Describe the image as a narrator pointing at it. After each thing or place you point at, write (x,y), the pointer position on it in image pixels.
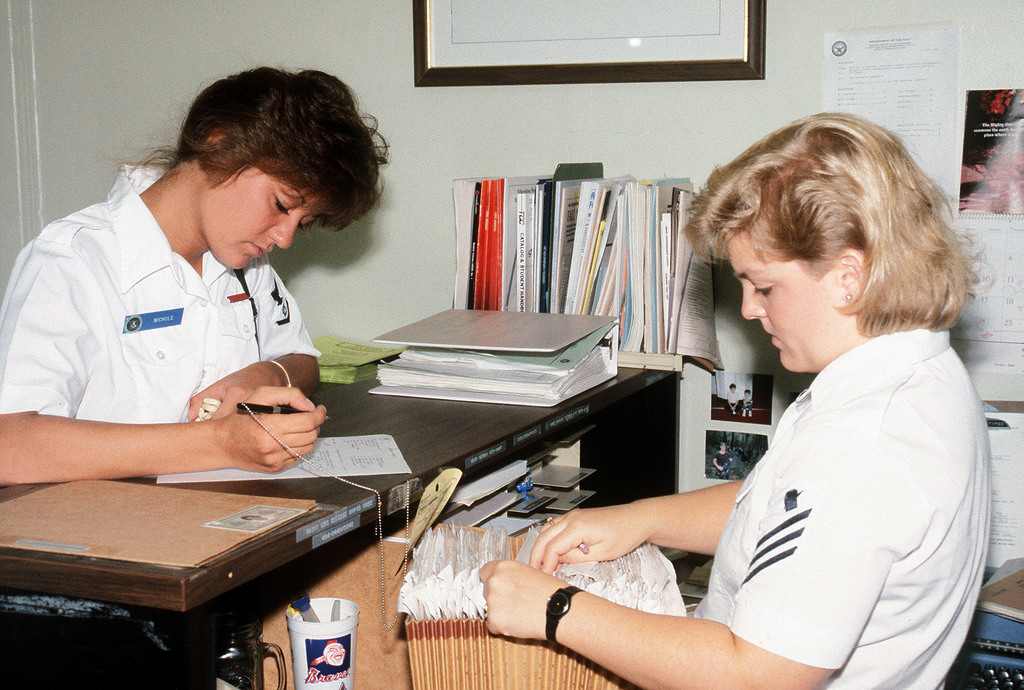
There are two women (310,410). Of these one is writing on a paper (338,465) and the other is searching for paper (478,584).
